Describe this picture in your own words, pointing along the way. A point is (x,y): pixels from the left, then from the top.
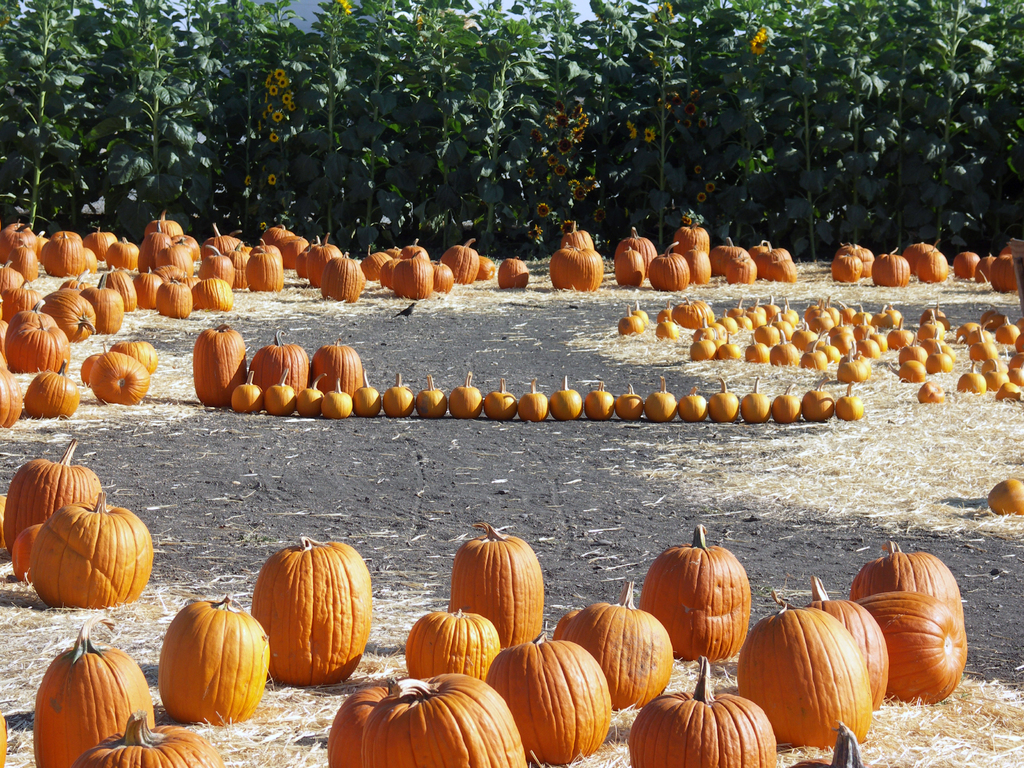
Here we can see pumpkins (566,386) and grass (302,303) on the ground (540,364) in random places and in the background (569,185) there are sunflower plants (561,157) with flowers (688,112) and this is the sky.
